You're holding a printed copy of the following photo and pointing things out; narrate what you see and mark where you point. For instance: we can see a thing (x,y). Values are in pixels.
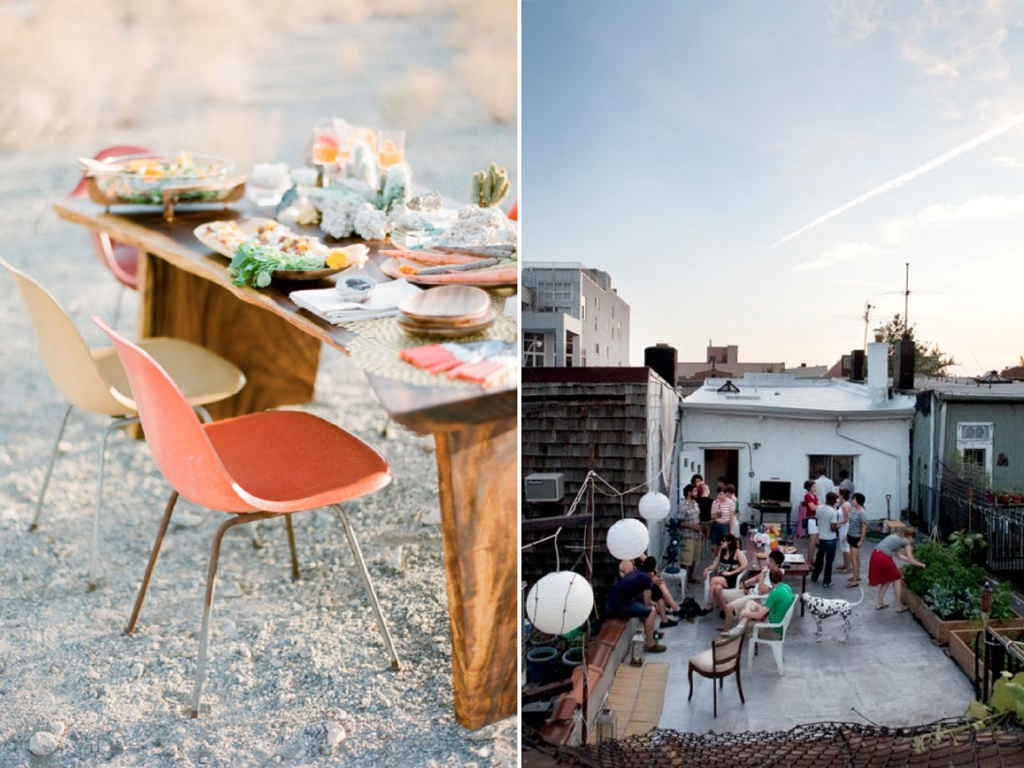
In this image there are two different images. On the right (707,505) there are many people (746,616), table (799,563), television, window (838,470), plants (925,578), building (731,448) and sky (803,284). On the left (263,388) there is a table (439,400) on that there is plate (434,301) and some other items (441,362), around the table (292,344) there are chairs (285,426).
